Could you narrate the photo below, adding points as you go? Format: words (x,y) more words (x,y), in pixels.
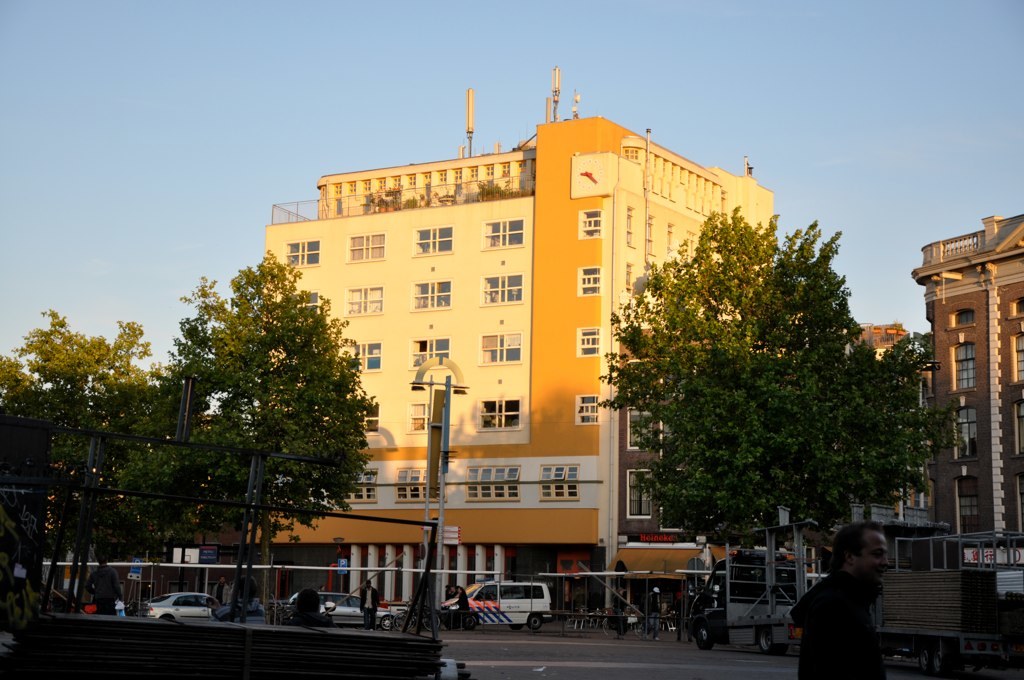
In the foreground of this image (834,603), there is a man (831,593) on the right (815,617) at the bottom (846,644). In the middle (667,445), there is a road (539,654), few metal objects (300,637), poles (445,461), vehicles (483,606), trees (134,374) and few people (300,603) walking on the road (558,651). In the background (987,360), there are buildings (1011,374) and at the top (721,106), there is the sky (693,102).
